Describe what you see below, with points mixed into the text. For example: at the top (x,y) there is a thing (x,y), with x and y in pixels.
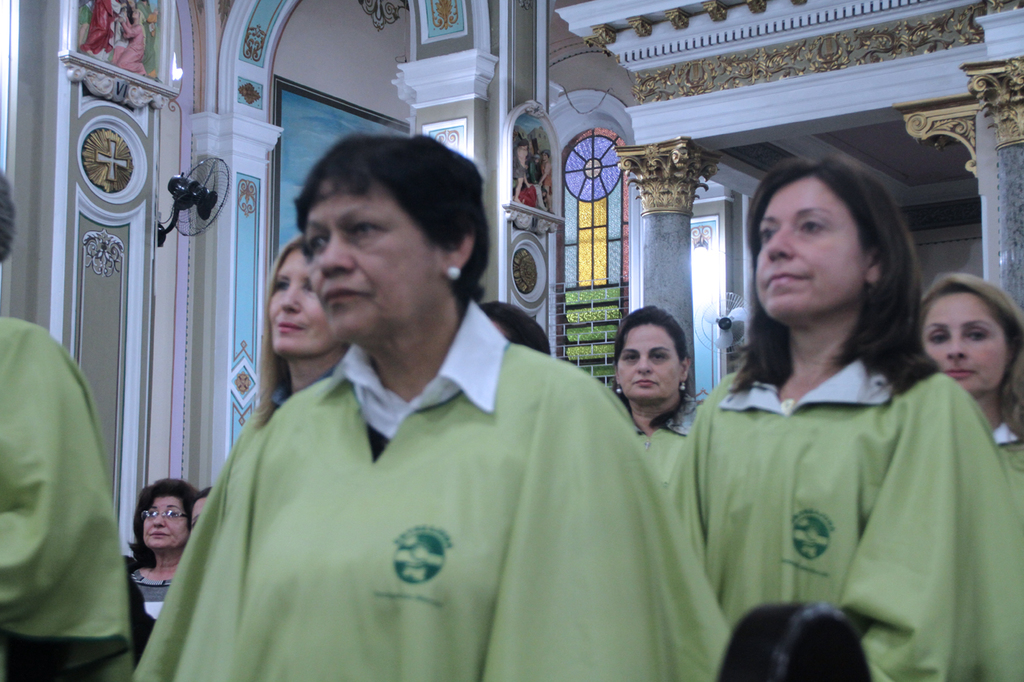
In this picture there are group of people (803,283) standing and at the back (176,570) there are two persons (162,555) sitting. There are fans (194,219) on the wall (534,249).
